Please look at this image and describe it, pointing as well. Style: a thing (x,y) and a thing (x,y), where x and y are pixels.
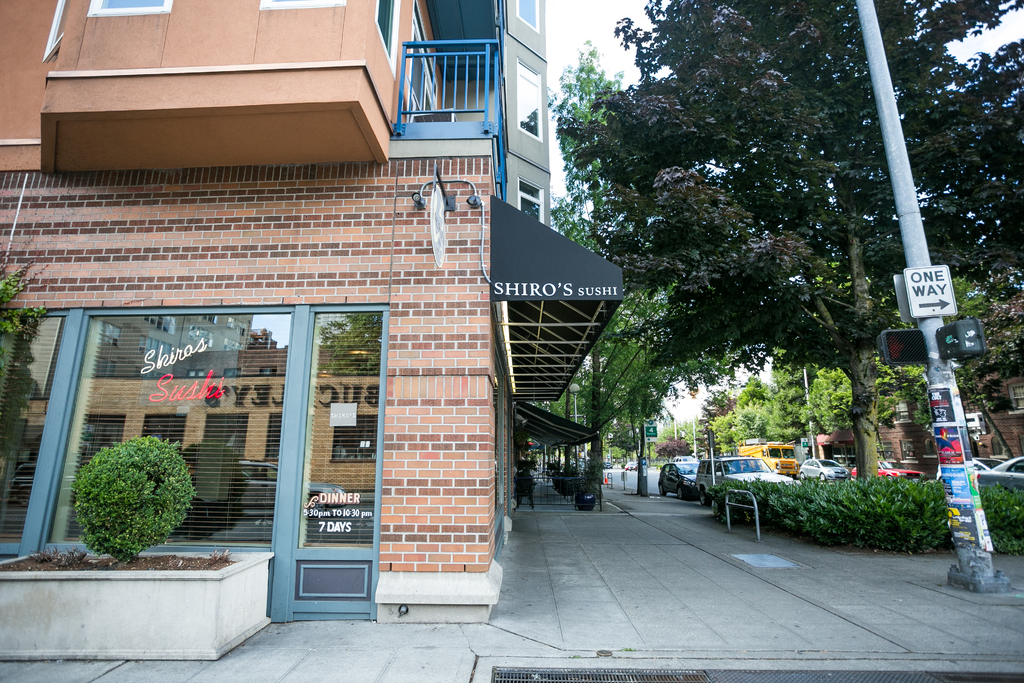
The image is taken on the streets (578,630) of a city (361,629). On the left (172,284) there are buildings (363,492), plant (134,516), door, brick wall (417,210), board (438,220) and a footpath (307,670). In the center of the picture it is footpath (590,566). On the right (892,511) there are plants (838,506), pole (942,368), board (929,292) and trees (741,415). In the center of the background (736,433) there are trees (672,446), cars (674,461), road (630,472), people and many other objects (554,467).
